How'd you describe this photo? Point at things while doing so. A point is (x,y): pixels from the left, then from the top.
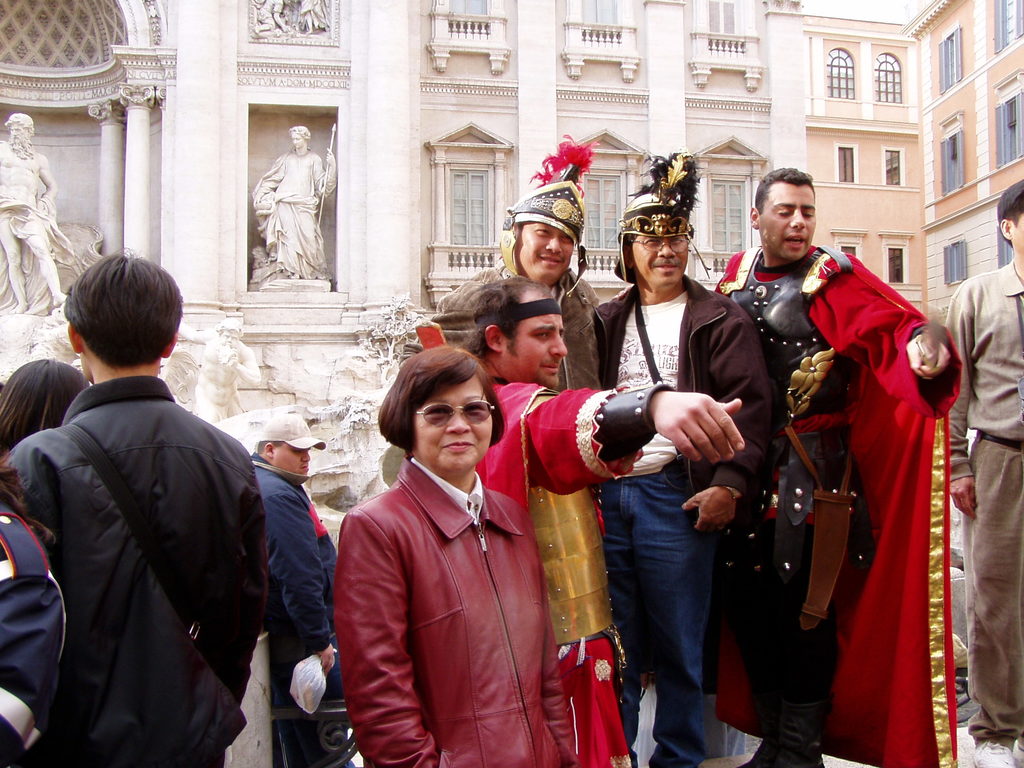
This is an outside view. Here I can see few people (571,461) wearing costumes (554,443), standing and looking at the right side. On the left side (136,465) there are few people (115,559) standing facing towards the back side (133,340). In the background (634,150), I can see a building (872,105) along with the windows (887,67). On the left side (10,183) there are two statues (300,195) placed on a wall (271,337) and also there are few pillars (118,166).
